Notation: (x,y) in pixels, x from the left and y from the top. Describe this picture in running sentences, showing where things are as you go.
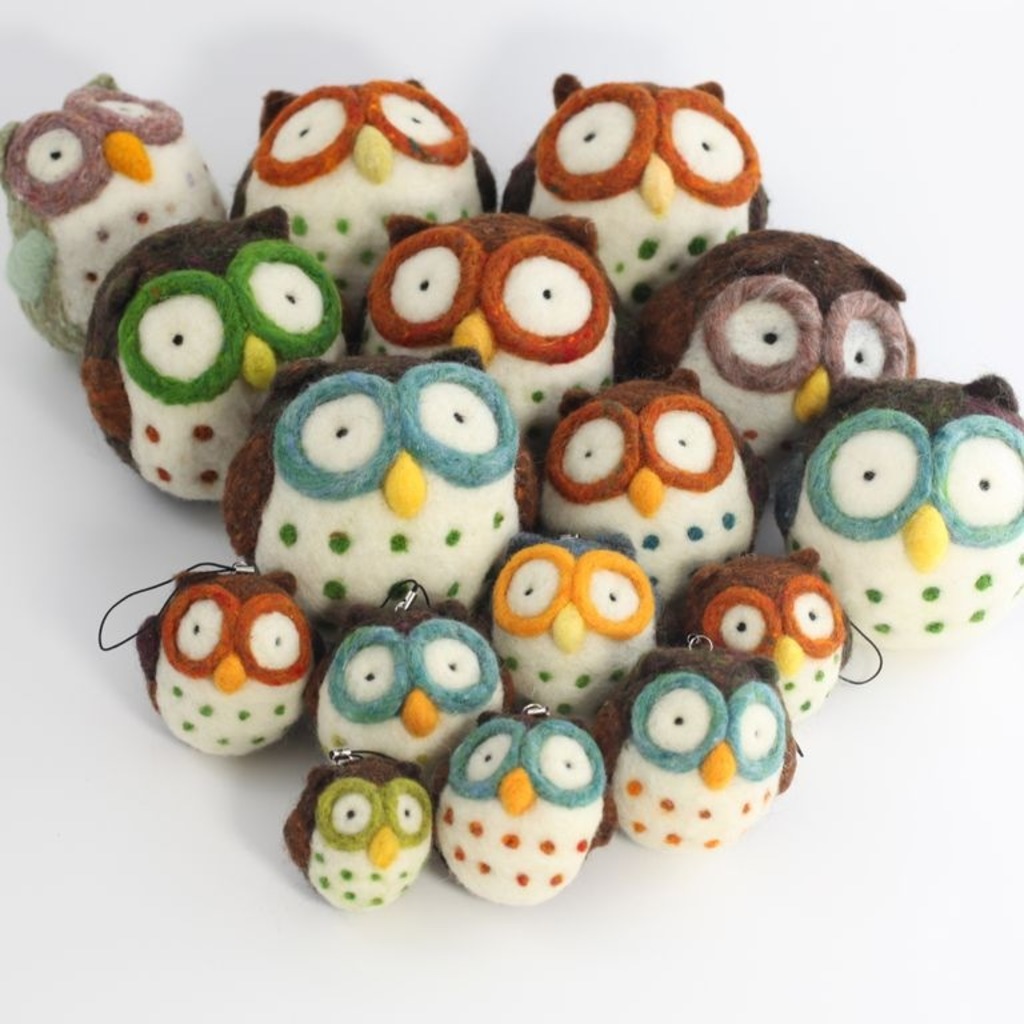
In this image we can see some owl toys (560,714) on the white surface (294,874).
